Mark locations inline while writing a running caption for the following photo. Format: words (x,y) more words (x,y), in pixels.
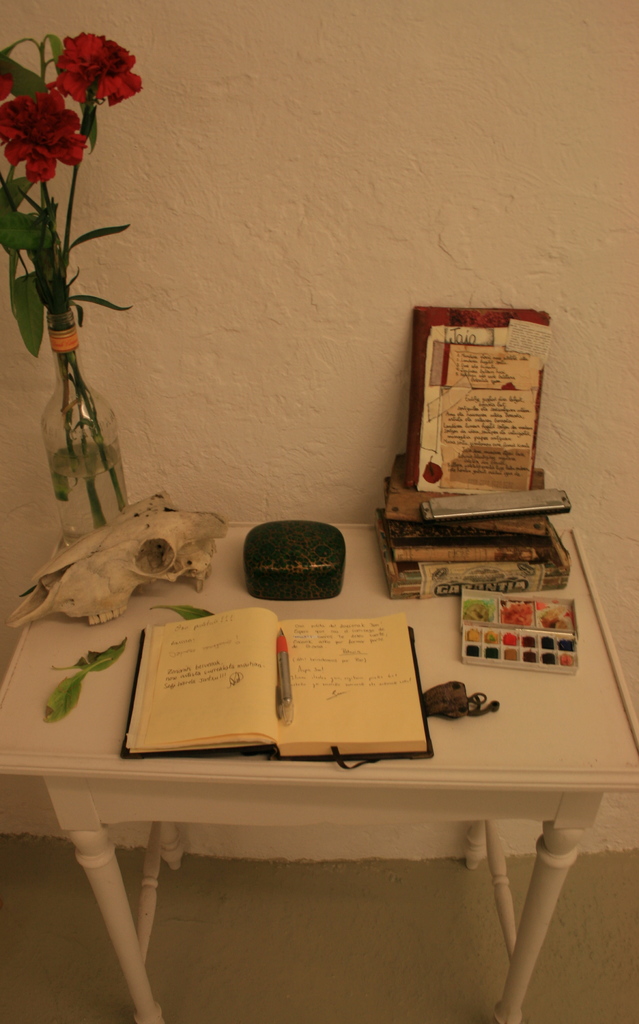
In this Image I see a table (307,609) on which there is a book (328,699), pen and a plant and other things (70,705) and I can also see a wall (556,23).
